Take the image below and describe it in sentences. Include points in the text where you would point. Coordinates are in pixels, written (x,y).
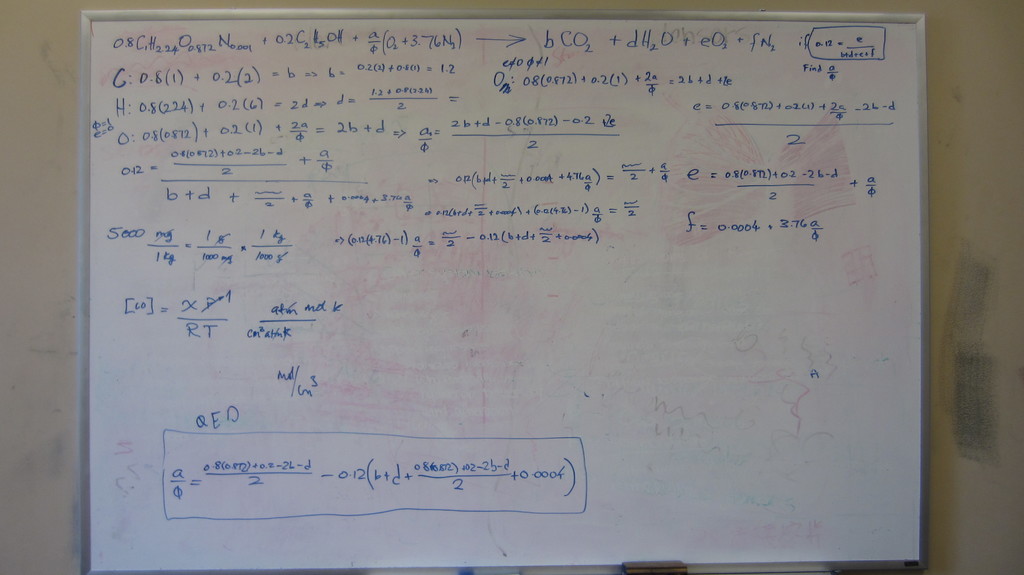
In this picture we can see text (322,99) on the white color board (627,347).
